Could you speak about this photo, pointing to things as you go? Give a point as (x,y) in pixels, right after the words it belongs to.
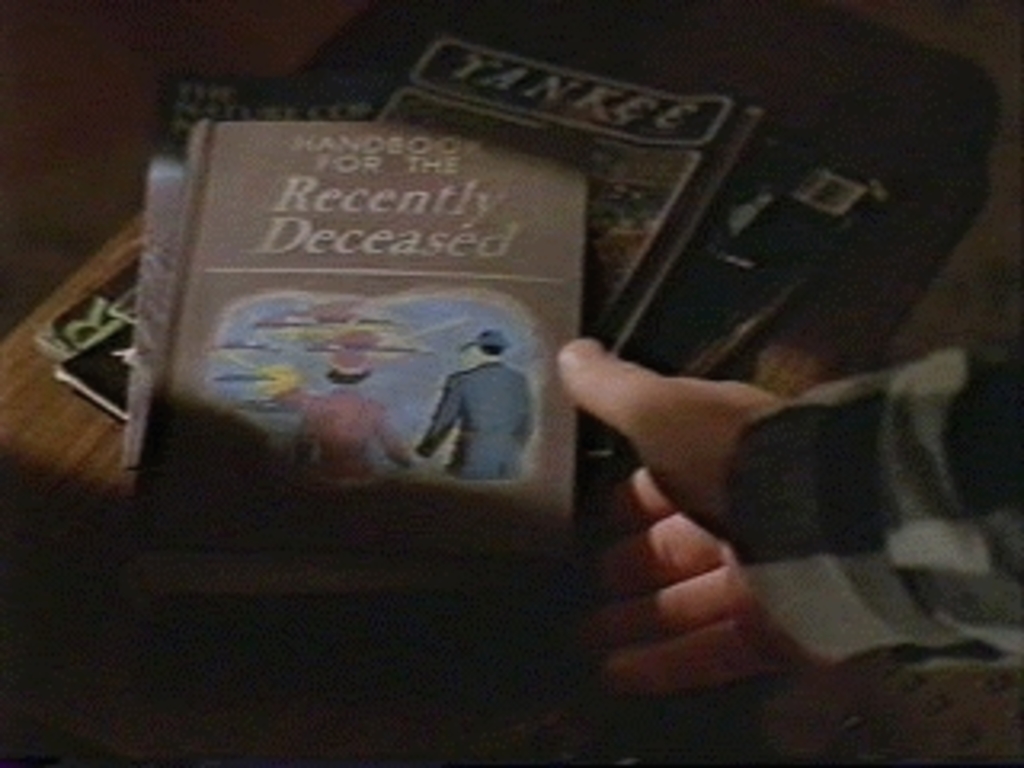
In this image I can see some books (461,137) on a table (97,522) and a person's hand (607,363).
